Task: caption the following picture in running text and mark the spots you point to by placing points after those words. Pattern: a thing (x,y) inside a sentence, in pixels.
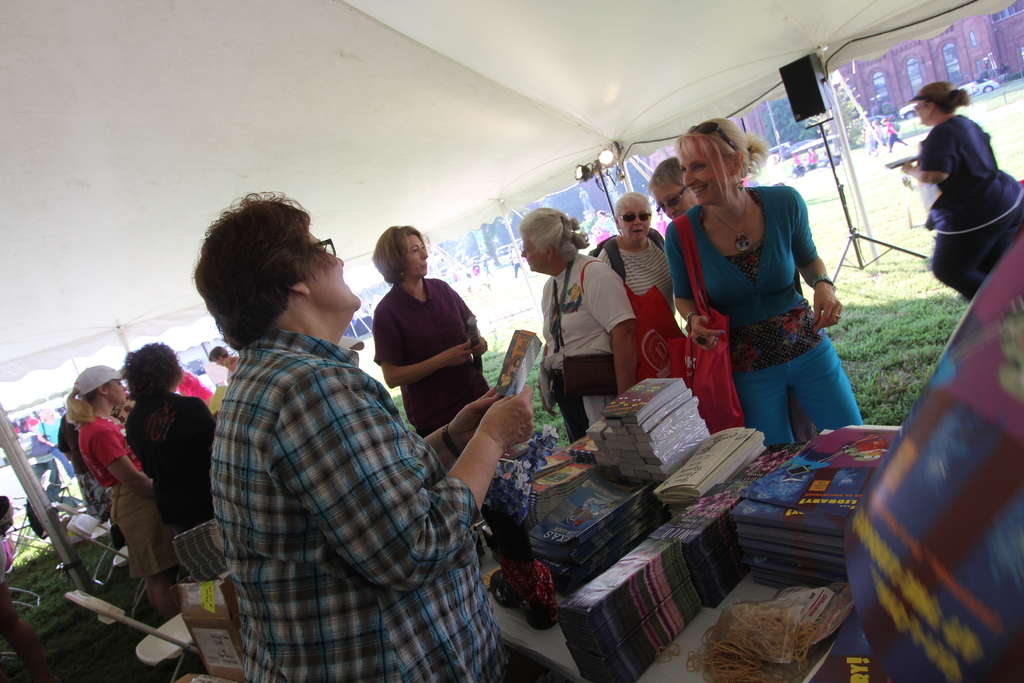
At the bottom of the image (749,459) we can see a table (591,682), on the table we can see some books (663,398). In the middle of the image (606,401) few people (842,415) are standing and smiling. Behind them we can see some poles (14,442), trees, vehicles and buildings (1019,60). At the top of the image (765,99) we can see a tent (1,330). In the bottom left corner of the image (63,493) we can see some chairs (49,487).
